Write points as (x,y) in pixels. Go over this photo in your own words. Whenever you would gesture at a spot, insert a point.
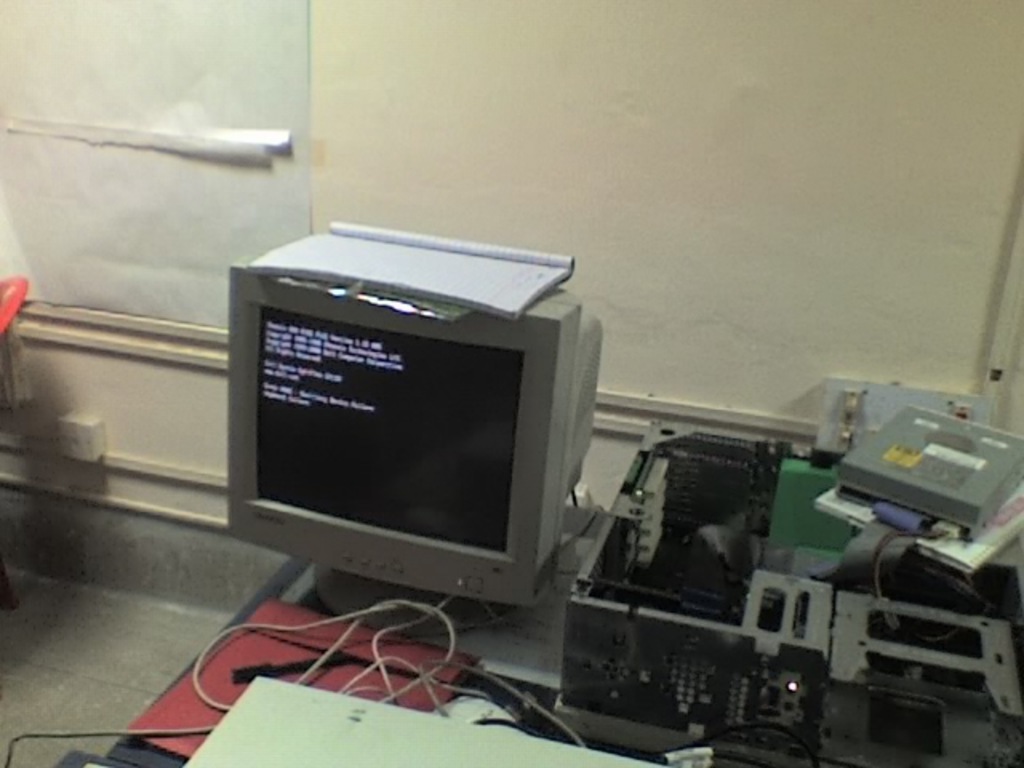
In this image, we can see a screen (413,325) with a book (461,288) on it. We can also see some devices (727,621). We can also see some objects (940,456) on the right (940,503). We can see the wall (419,208) with some objects (18,196). We can also see the ground (71,663) and some objects (702,745) at the bottom (80,599).
